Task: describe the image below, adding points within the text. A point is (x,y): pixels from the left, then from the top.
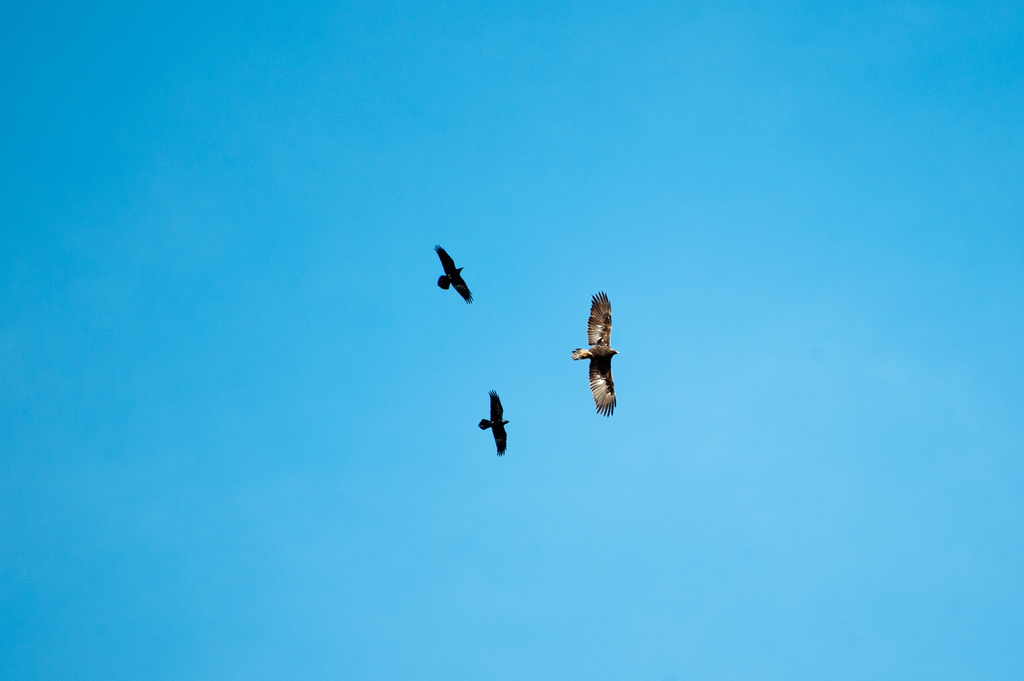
In this image there are three birds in the air (531,430). In the background of the image (476,130) there is sky (355,72).
